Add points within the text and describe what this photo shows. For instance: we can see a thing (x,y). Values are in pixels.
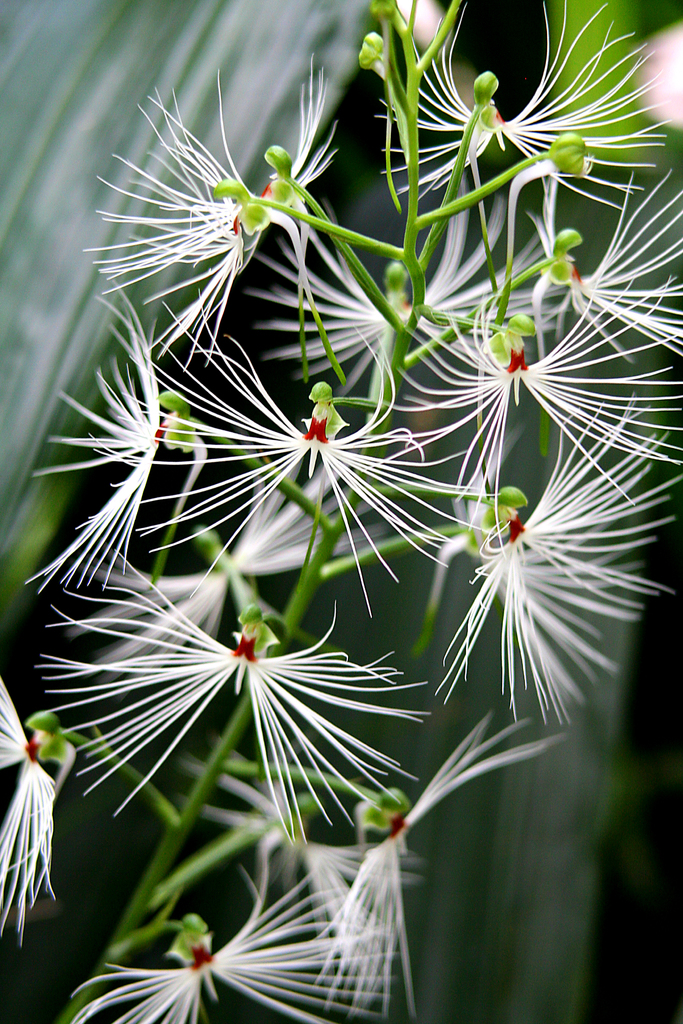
In this picture we can see few flowers (397,430) and blurry background (134,27).
